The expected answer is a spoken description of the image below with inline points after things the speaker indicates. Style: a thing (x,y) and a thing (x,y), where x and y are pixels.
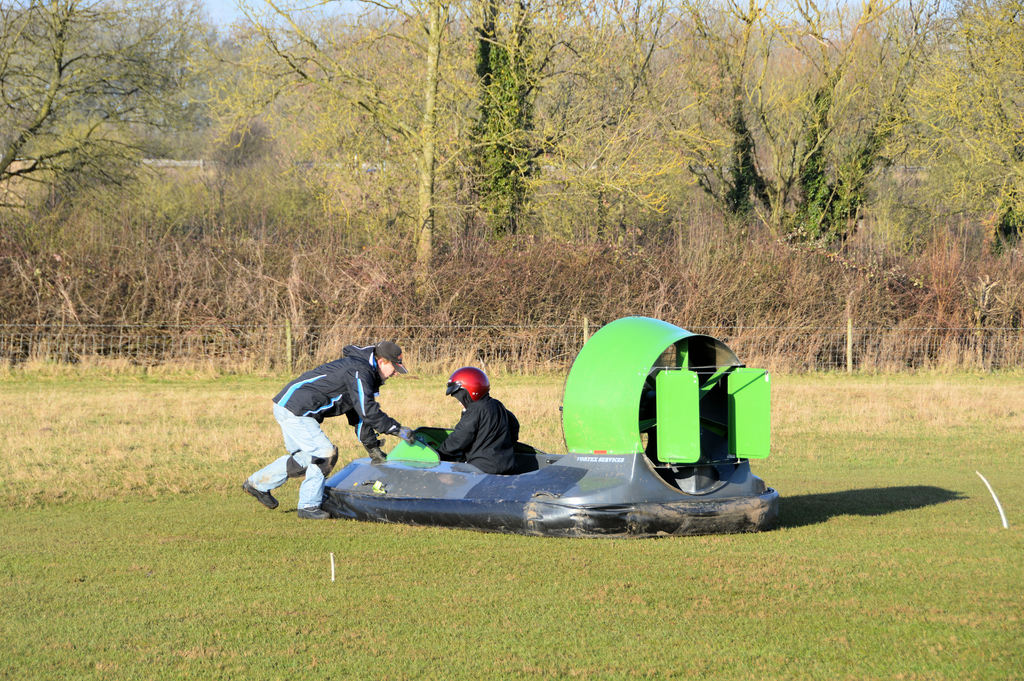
In this picture I can see the grass (137,497) and I can see a thing (420,478) in the center (613,427), on which I see a person (500,402) and I see another person (312,373) near to it. In the background (178,276) I can see the plants (766,251) and number of trees (357,85).
